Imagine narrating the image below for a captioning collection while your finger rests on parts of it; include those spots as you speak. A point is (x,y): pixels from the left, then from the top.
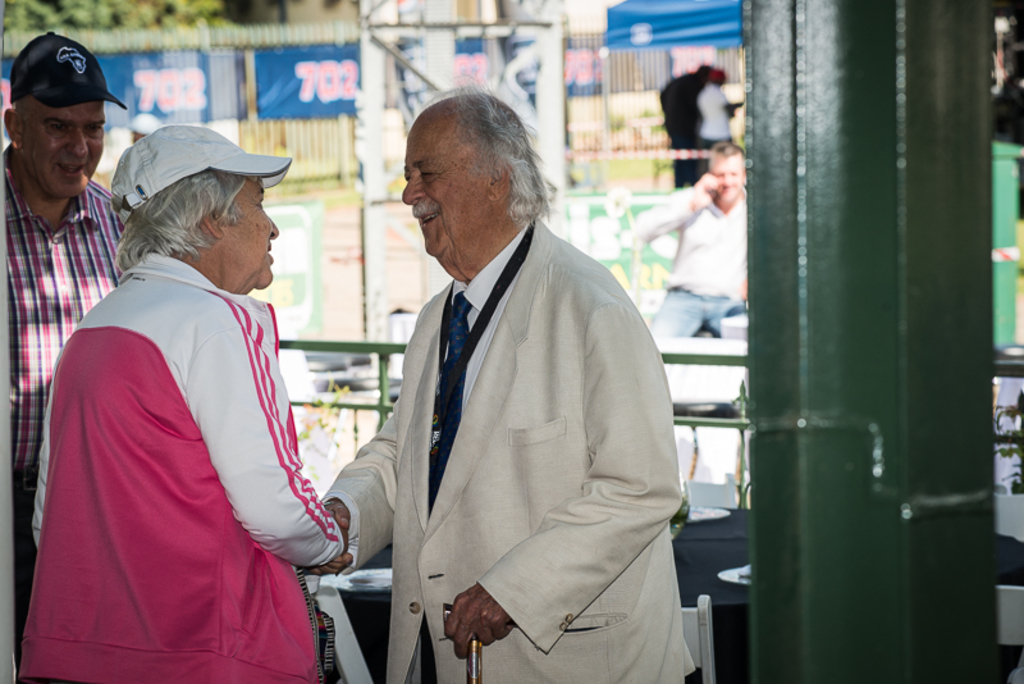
In this image we can see some people (499,318) standing. In that a man (556,561) is holding a stick (474,659). On the backside (718,429) we can see a metal fence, pole (926,481), some banners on a fence (303,137), trees (191,16) and a person (707,215) sitting.
